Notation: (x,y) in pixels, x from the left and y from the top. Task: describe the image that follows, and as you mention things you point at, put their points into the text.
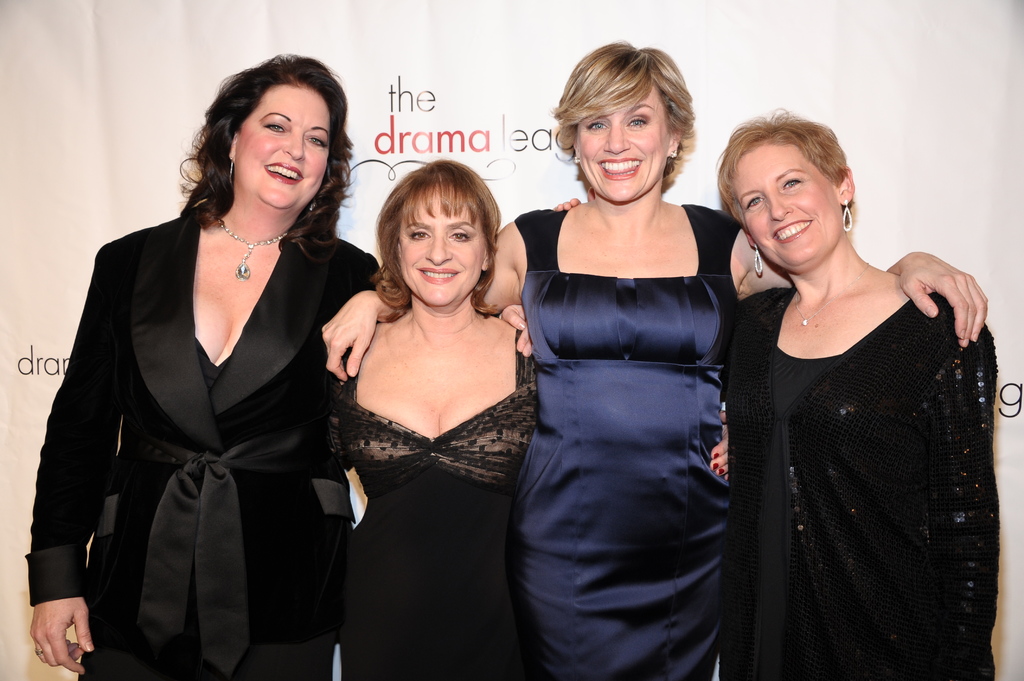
There are four women (399,455) standing and smiling, behind these women (212,389) we can see a banner (438,111).
